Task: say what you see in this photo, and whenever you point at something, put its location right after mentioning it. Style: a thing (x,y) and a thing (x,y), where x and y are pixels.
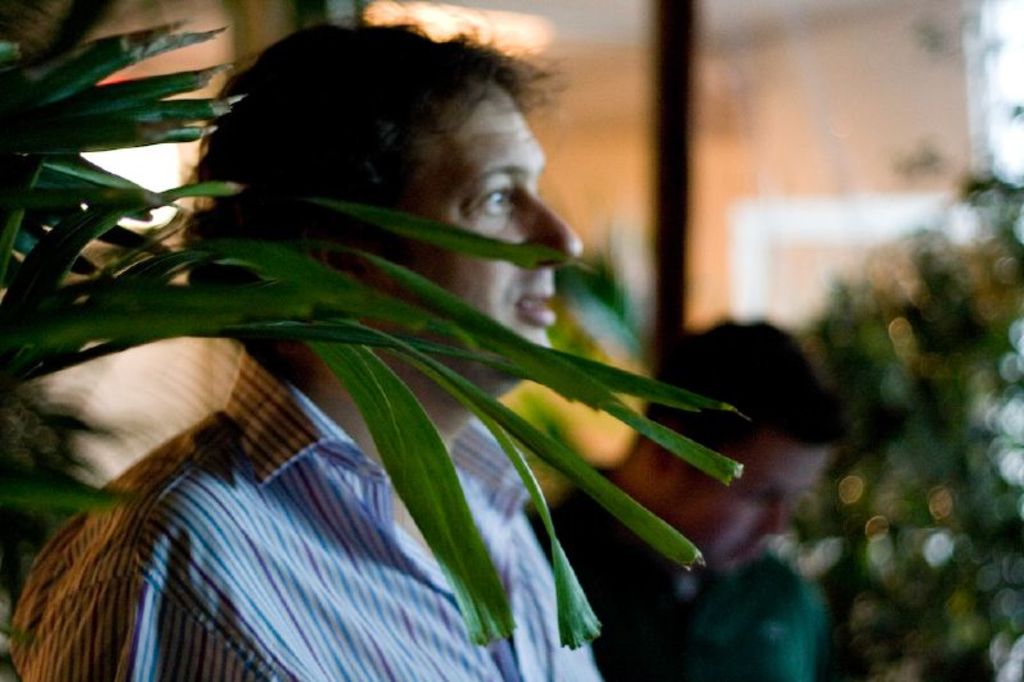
In the picture we can see some plant leaves (253,304) and beside it, we can see a man (480,463) standing and looking right and he is with a white shirt (486,477) with some colored lines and beside him we can see another man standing and some plants (1018,266) beside him which are not clearly visible.
